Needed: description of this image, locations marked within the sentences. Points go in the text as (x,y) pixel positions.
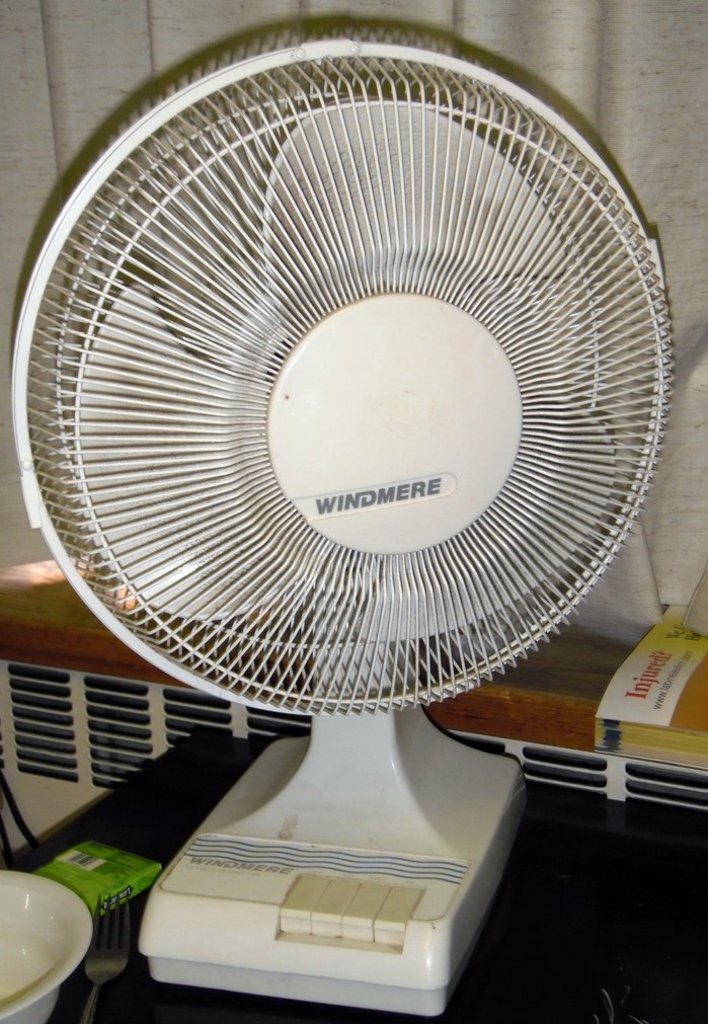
In this image we can see one white table fan (302,822) with text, one bowl (4,954), one fork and one green object (111,854) on the black table (670,808). There is one curtain (552,59) in the background (616,59), one book (684,673) on the wooden surface (497,707), two black wires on the bottom left side of the image (11,839), one object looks like a cloth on the book (676,626) and one object (24,674) behind the black table (216,792).
